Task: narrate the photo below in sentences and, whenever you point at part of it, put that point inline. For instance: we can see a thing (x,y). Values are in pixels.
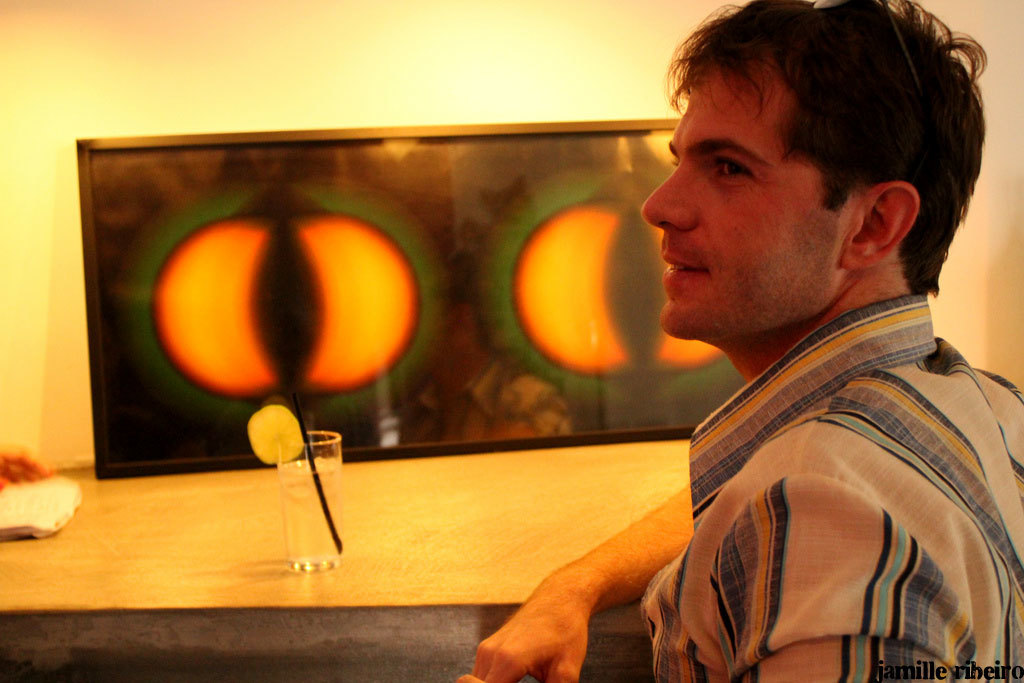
In this picture I can see a person (844,479) in front of the table (507,529) on which we can see a glass (329,496) with straw (324,509) and also we can see frame (363,252) to the wall (80,127).
